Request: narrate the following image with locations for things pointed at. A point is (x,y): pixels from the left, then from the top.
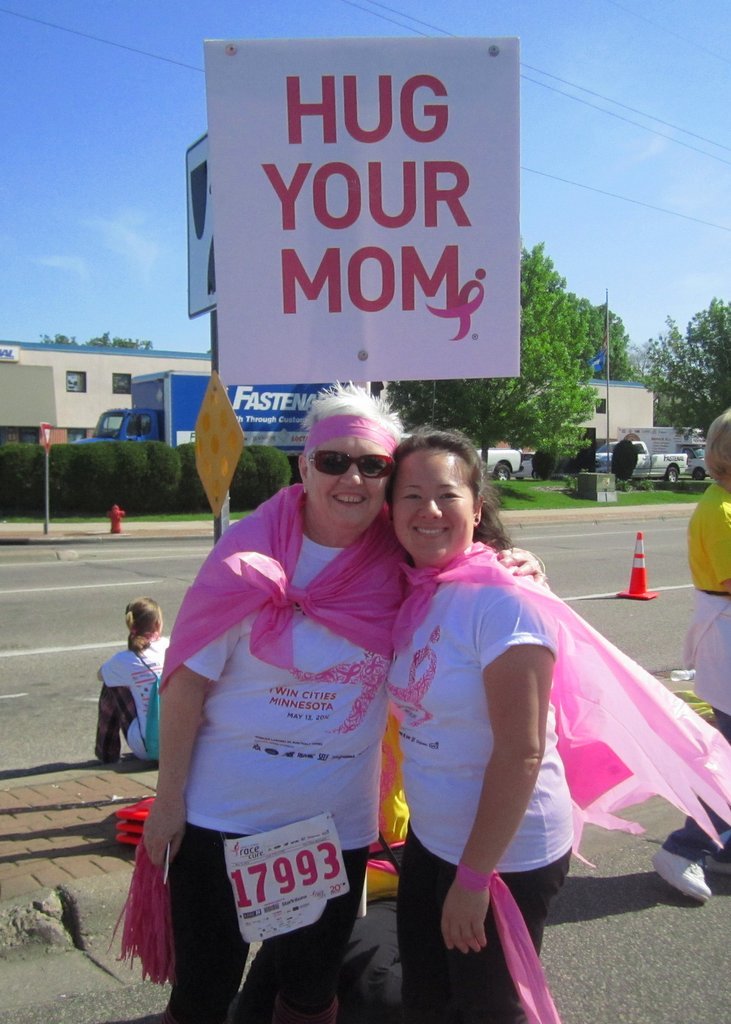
This is an outside view. Here I can see two persons (320,706) wearing same dress (288,766), standing on the road (639,987), smiling and giving pose for the picture. On the left side (120,696) there is a person (129,684) sitting on the footpath (120,775) facing towards the back side (121,693). On the right side (700,600) one person (700,600) is standing. In the background (539,478) there are few vehicles (652,458), trees (506,415) and buildings (120,375). At the back of these people (413,809) there are two boards (261,276) on which I can see the text (329,225). At the top of the image (640,103) I can see the sky (128,110) in blue color.
